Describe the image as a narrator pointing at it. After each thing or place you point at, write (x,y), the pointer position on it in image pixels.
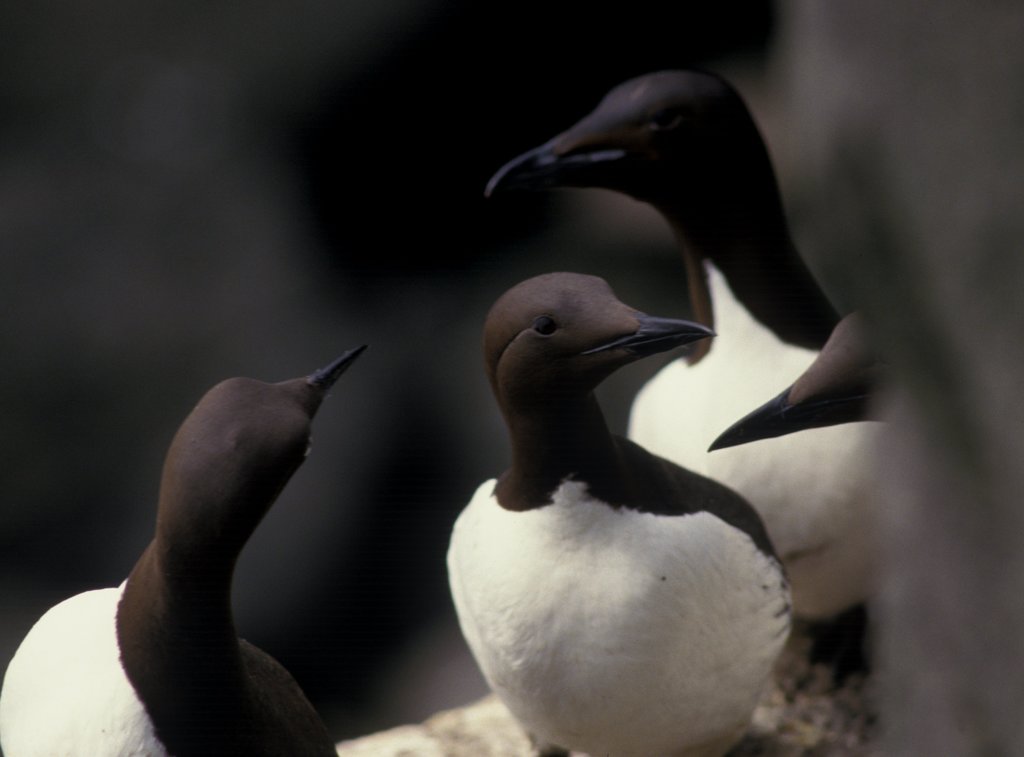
In this picture I can observe birds (564,470). They are in black and white color. The background (422,157) is blurry.
